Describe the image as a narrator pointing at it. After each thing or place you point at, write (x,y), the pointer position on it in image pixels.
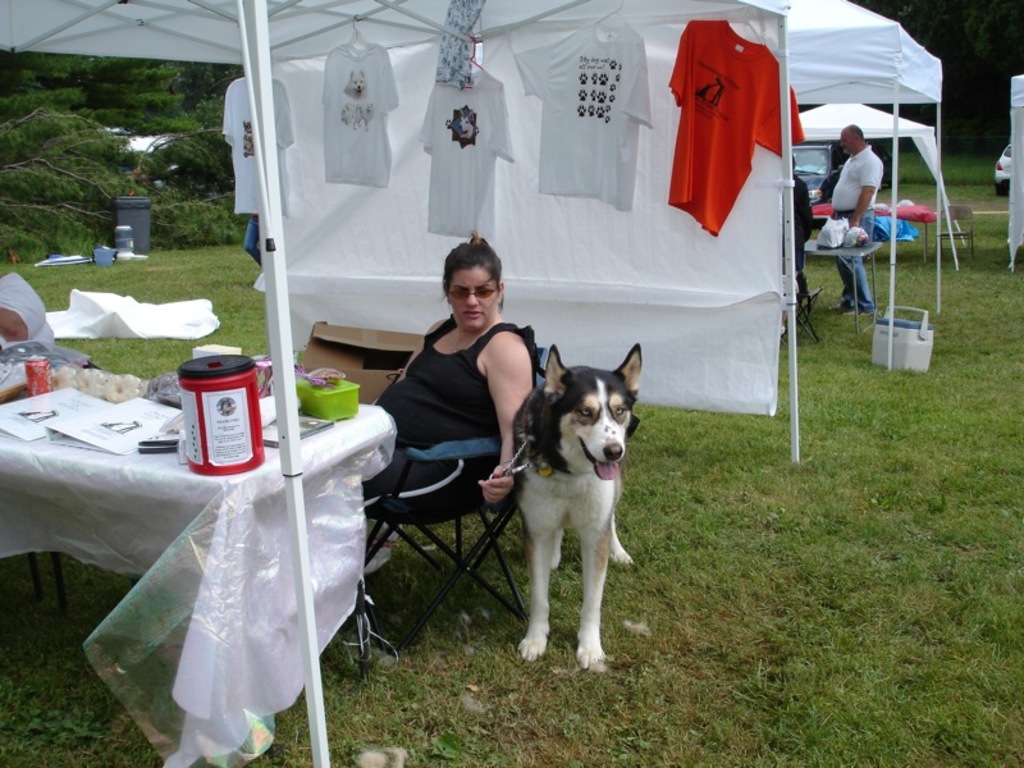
The picture is taken outdoor where in the centre (422,479) one woman (428,425) is sitting on a chair (436,499) wearing black dress (478,386) and holding a dog (566,445) beside her and in front (30,467) her there is a table (47,463) where some books (39,436) and papers (48,400), some boxes (332,403) are present and behind her there is one curtain (768,207) and some t-shirts (385,93) are hanged to it and there are tents (802,32) at the right corner of the picture (840,165) and vehicles (819,160) and one man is standing and there is a box (928,338) and at the left corner (96,252) there is one dustbin (141,217), bucket (109,252), water cans (121,258) are present and the trees (936,23).
